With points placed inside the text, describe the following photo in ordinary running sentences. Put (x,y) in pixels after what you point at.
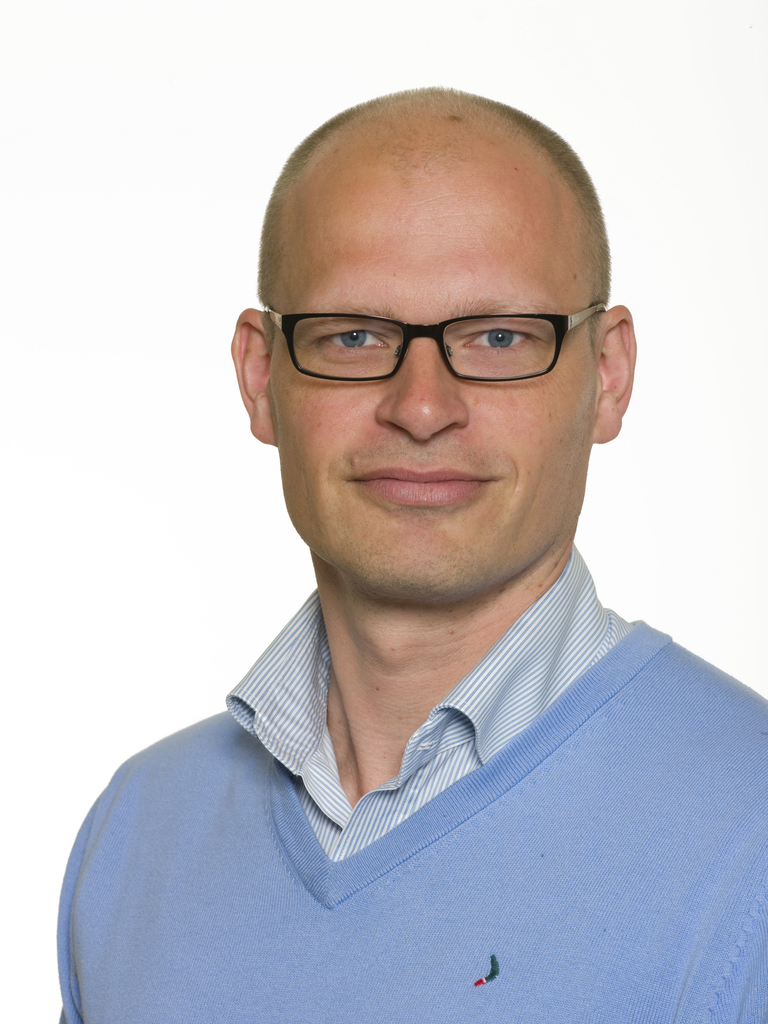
In this image I can see a man (360,903) wearing a blue sweater (308,853) and spectacles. There is a white background (745,24).
